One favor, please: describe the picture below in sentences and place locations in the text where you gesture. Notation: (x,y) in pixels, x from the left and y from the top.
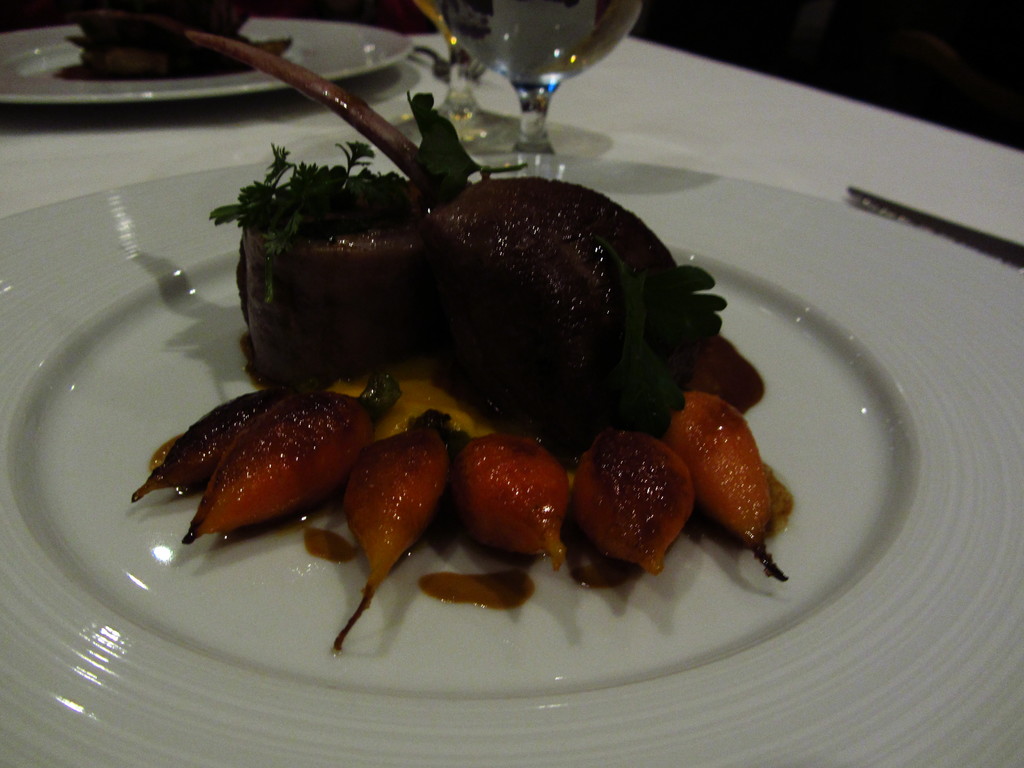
In this image we can see a food item (304,201) is placed in a white color plate (934,348). At the top of the image (539,102), we can see one glass (538,46), spoon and one more food item (131,48) in white color plate (93,84).
